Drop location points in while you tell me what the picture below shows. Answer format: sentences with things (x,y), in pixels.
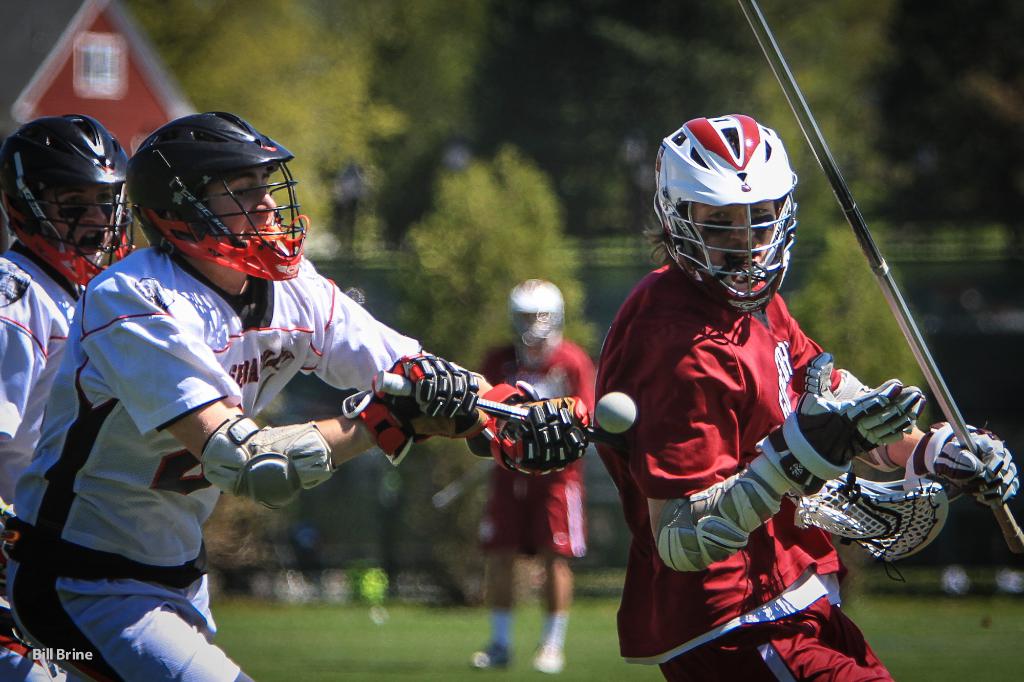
In this image, we can see people (177,272) wearing helmets (546,334) and holding sticks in their hands (383,399) and there is a ball (627,418). In the background (171,72), we can see a building (132,72) and trees (606,83) and there is a person (532,326) standing. At the bottom (278,641), there is ground (276,648) and we can see some text (87,651).
